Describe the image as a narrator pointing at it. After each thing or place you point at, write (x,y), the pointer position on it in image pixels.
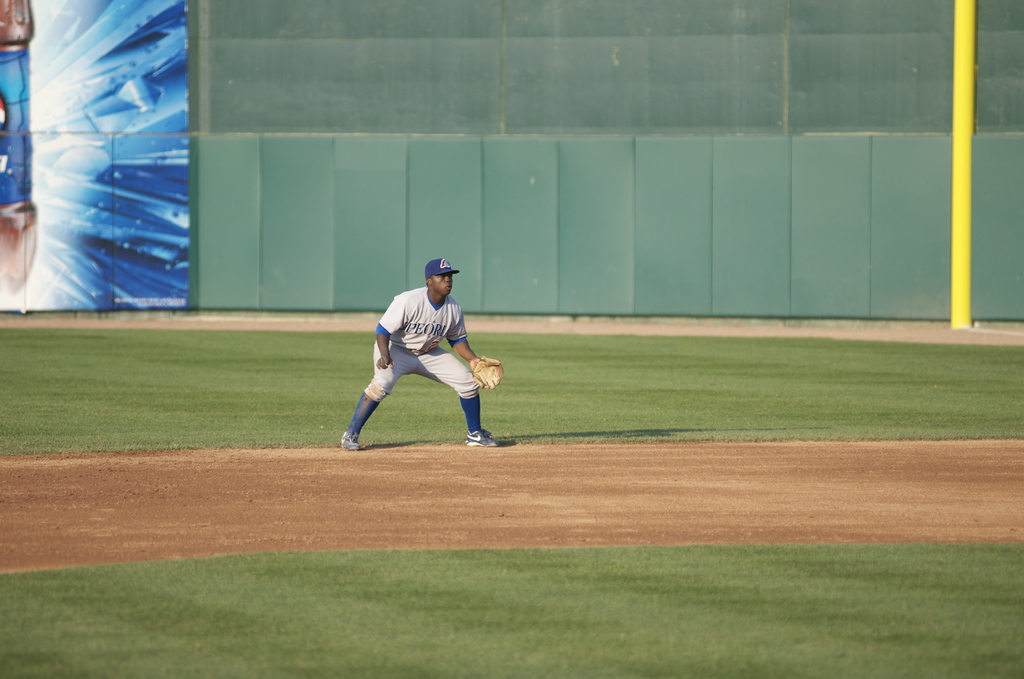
In the middle of this image (402,297), there is a person (437,296) in a white color T-shirt (418,300), bending slightly near a path (102,482). On both sides of this path (777,481), there's grass (611,376) on the ground (643,603). In the background (88,210), there is a hoarding (137,103) attached to the wall (256,59) and there is a yellow color pole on the ground (999,329).
